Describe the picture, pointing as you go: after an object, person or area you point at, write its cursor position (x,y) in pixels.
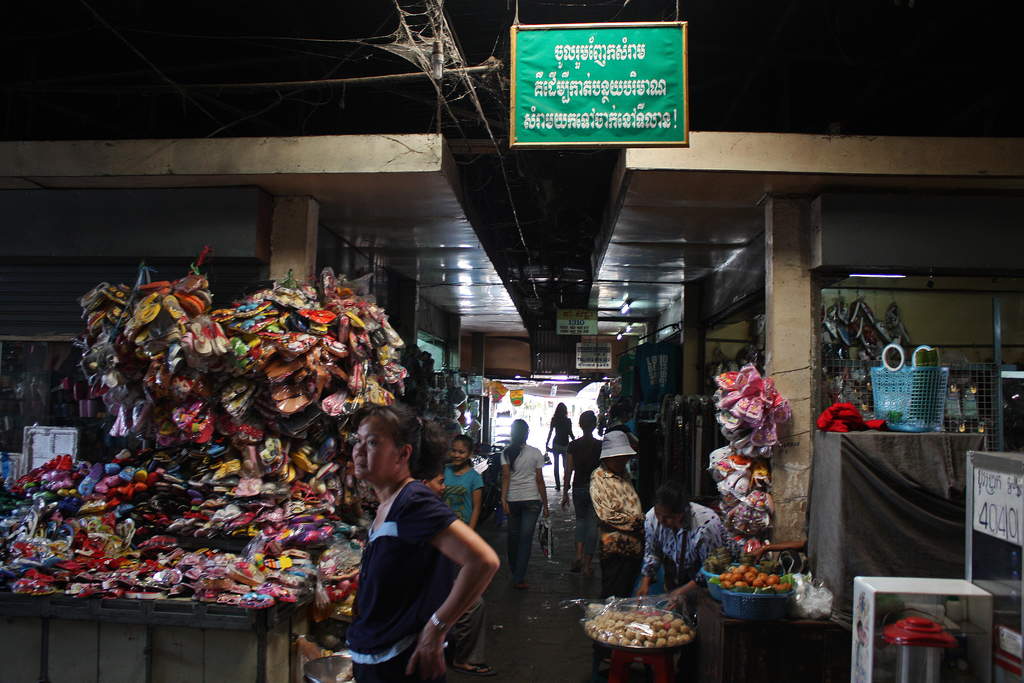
In this image we can see a few people (555,446), some of them are holding bags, there are some fruits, food items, foot wears (245,577) on a table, also we can see shutters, rooftops (615,267), lights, and board (561,94) with some text (584,90) written on it.
